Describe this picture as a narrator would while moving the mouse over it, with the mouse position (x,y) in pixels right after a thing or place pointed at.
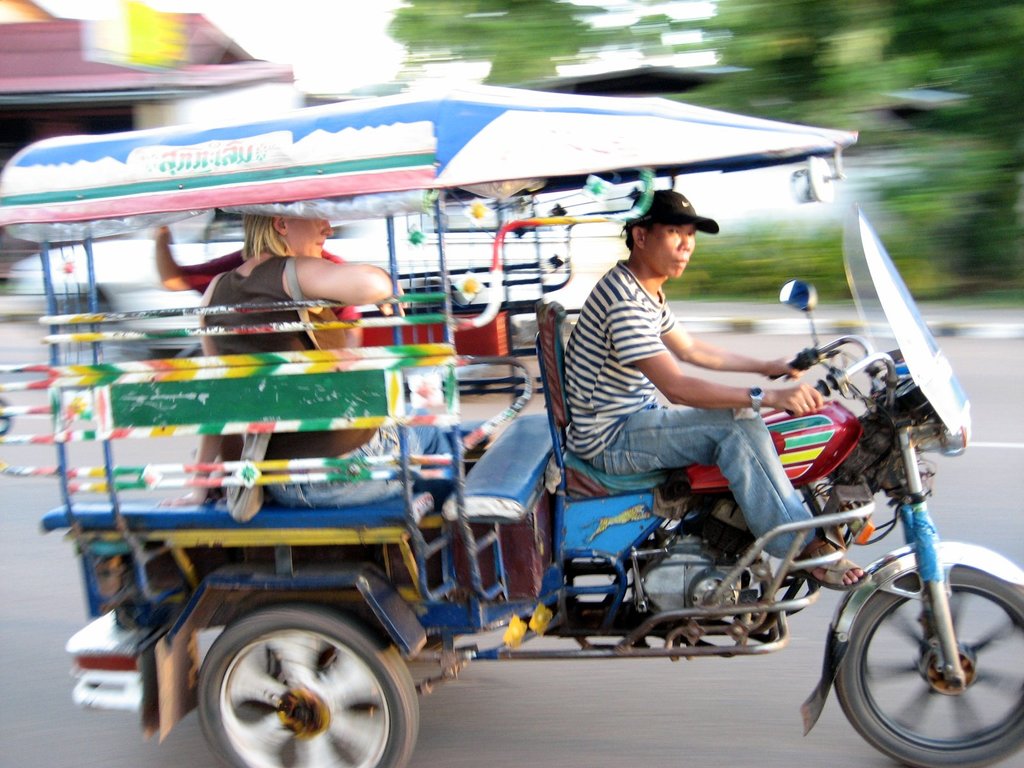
In this picture we can see a person (653,399) riding a vehicle (679,480), there are two persons (250,297) sitting in the vehicle (456,529), in the background (551,38) there is a house (210,74) and trees (823,44), we can see a blurry background (925,249).
